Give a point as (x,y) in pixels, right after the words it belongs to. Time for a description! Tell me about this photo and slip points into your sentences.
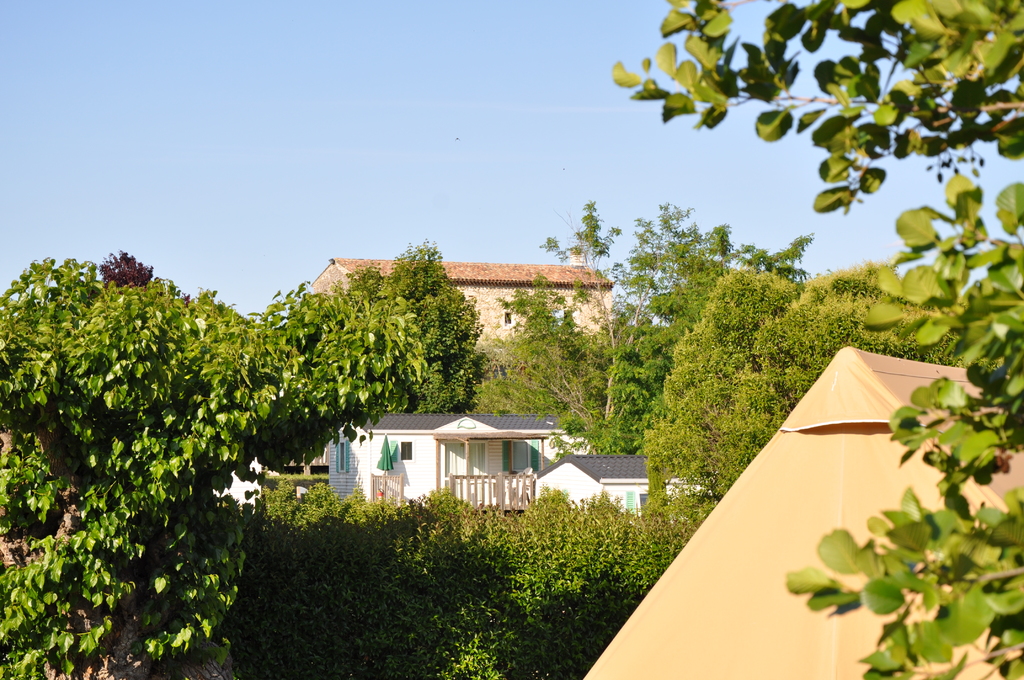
In this image I can see many trees (477,371) and the houses (594,485). In the background (404,226) I can see the sky (395,217).
